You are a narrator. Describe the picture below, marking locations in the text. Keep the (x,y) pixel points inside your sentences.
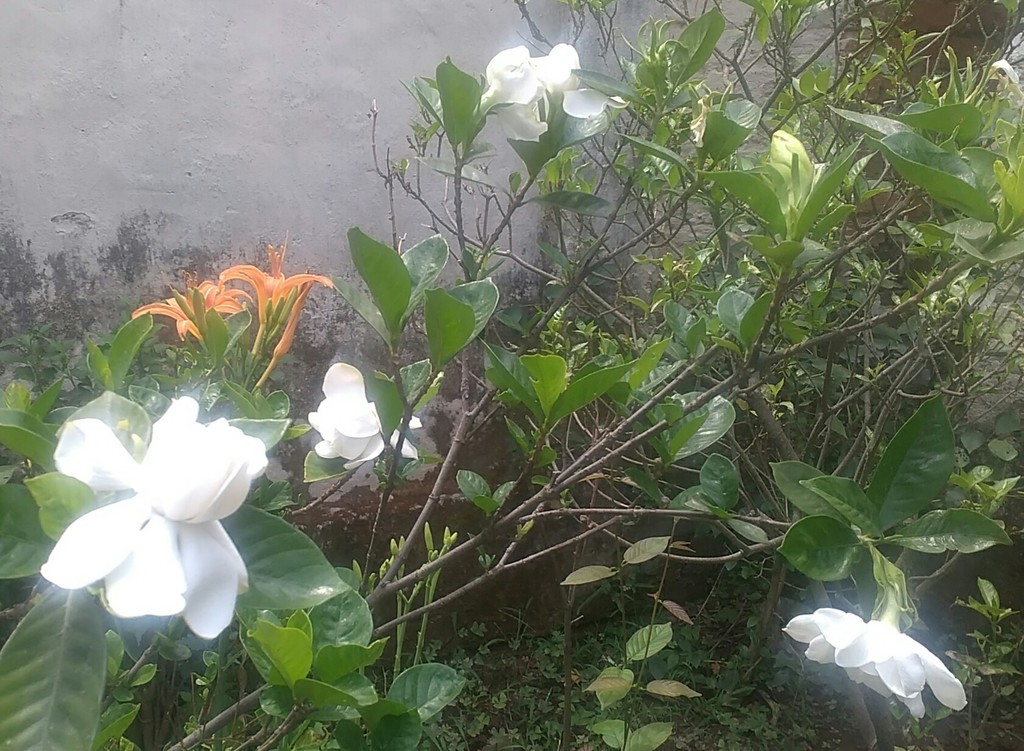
In this image there are plants (530,330) and flowers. In the background (344,182) there is a wall (203,256).
